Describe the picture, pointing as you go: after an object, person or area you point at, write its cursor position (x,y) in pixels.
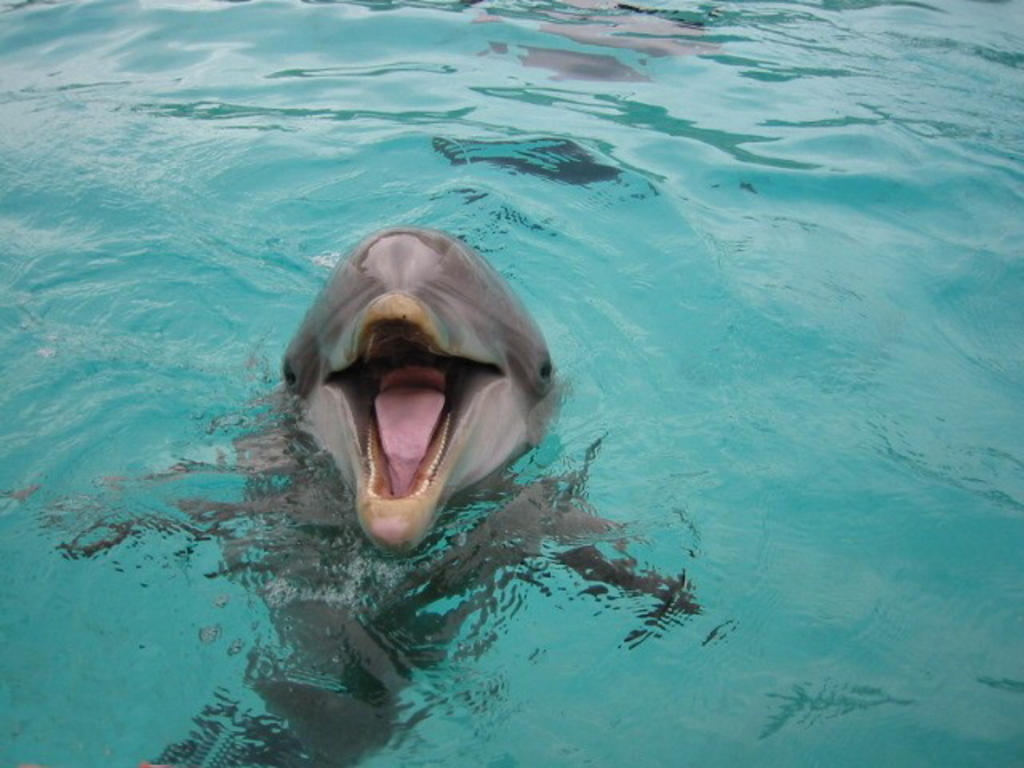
In this picture we can see a dolphin (489,369) in the water (617,328).
